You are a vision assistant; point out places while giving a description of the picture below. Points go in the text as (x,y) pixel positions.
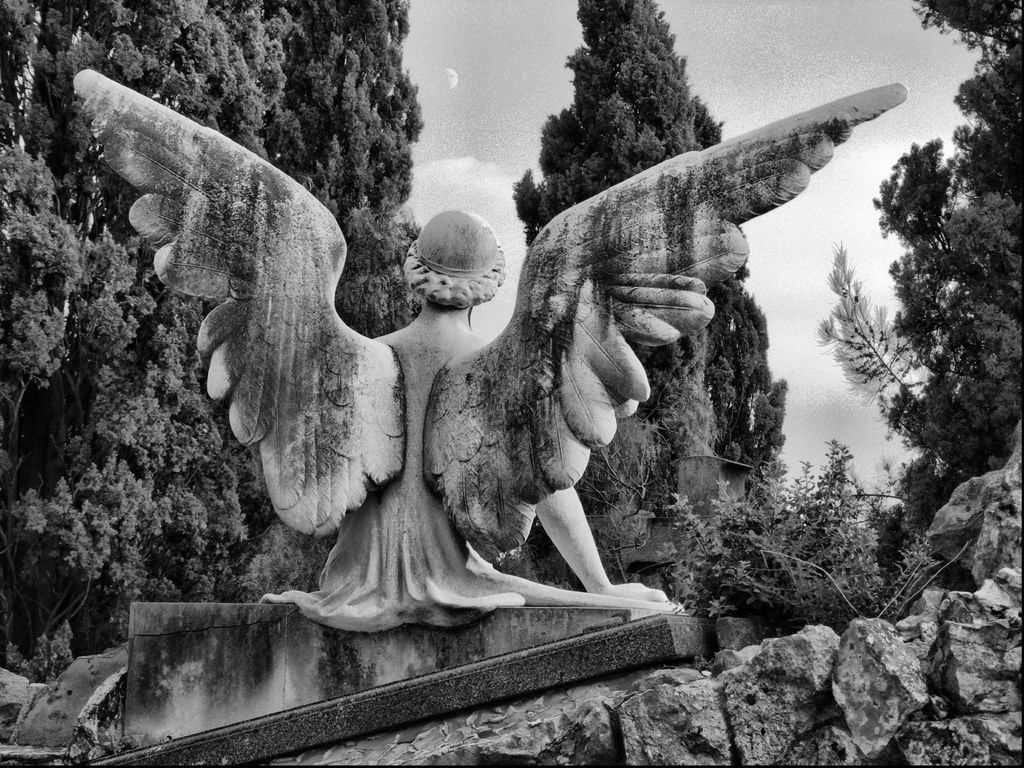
There is a statue (310,509) in the middle of this image (612,403). We can see trees (701,438) in the background (609,93) and the sky (505,156) is at the top of this image (522,95).
